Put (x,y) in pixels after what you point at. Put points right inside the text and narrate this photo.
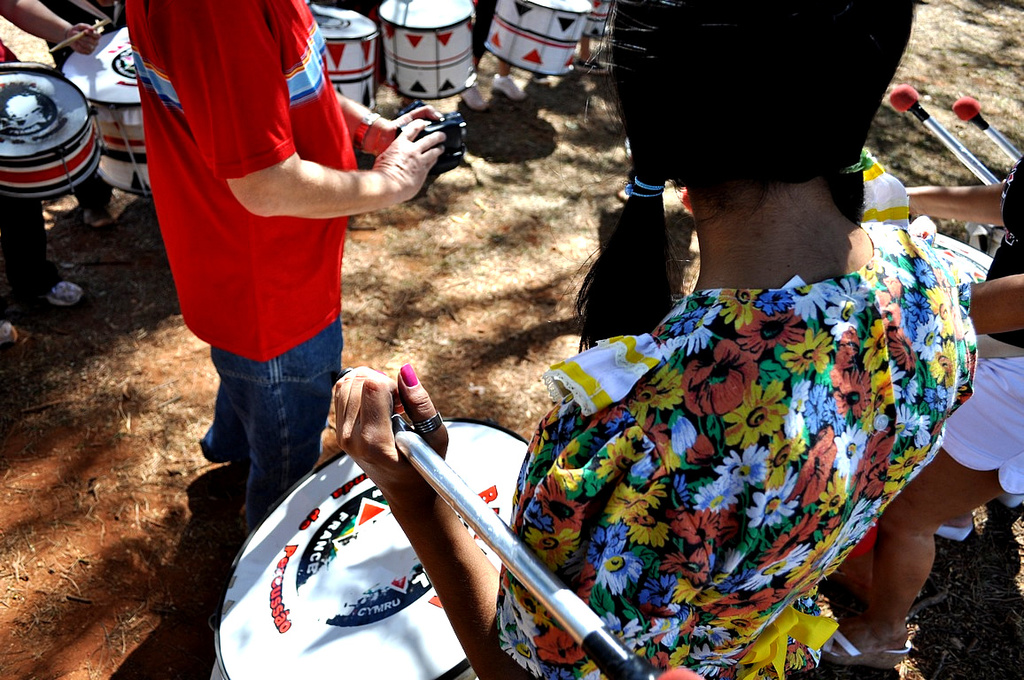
In the picture we can see the girl (729,639) standing and playing the drums (448,647) and beside her we can see a person (846,640) standing and in front of her we can see a man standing and holding a camera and on the other side also we can see some people (37,266) are playing drums (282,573).
